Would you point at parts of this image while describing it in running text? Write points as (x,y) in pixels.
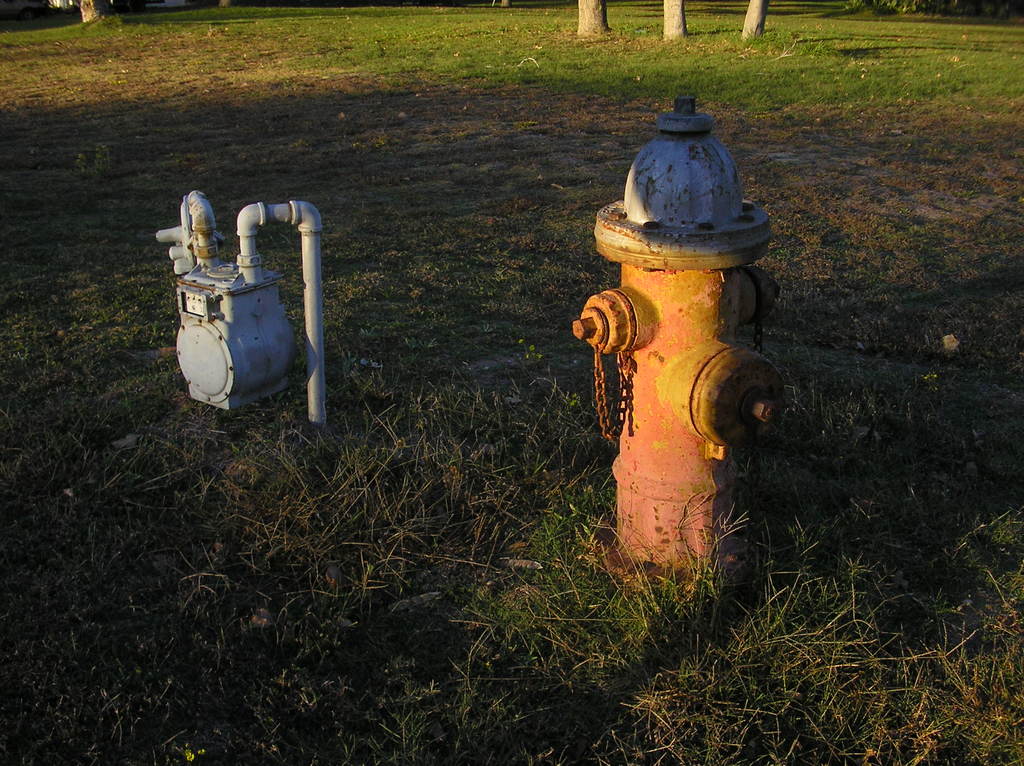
In the center of the image (649,286), we can see a hydrant (591,299) and a gas meter (190,278) on the ground (391,311) and in the background (594,0), there are tree trunks (599,14).
